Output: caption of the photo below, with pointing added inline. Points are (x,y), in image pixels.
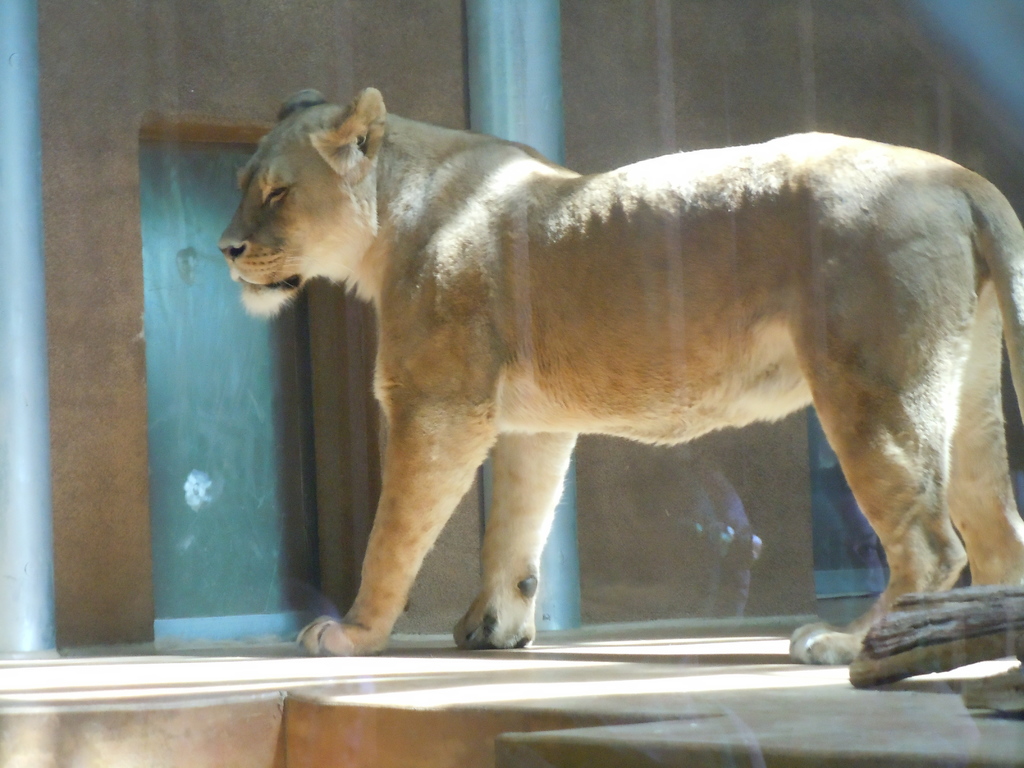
In this image we can see an animal (556,452) on the floor (246,644) and in the background (179,444), we can see a building (707,473).
